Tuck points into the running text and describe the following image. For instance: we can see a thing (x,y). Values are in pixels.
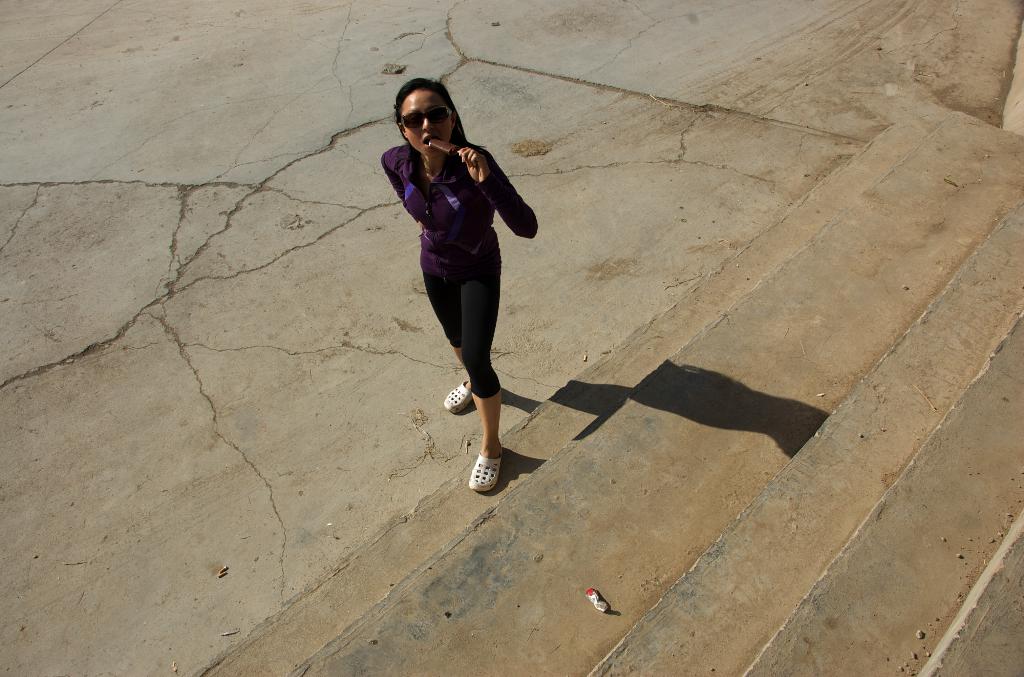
In this picture we can see the top view image of a girl (425,223) wearing purple color top (479,260) and black track (477,331) eating ice cream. In front (953,569) we can see some concrete steps (586,521).
